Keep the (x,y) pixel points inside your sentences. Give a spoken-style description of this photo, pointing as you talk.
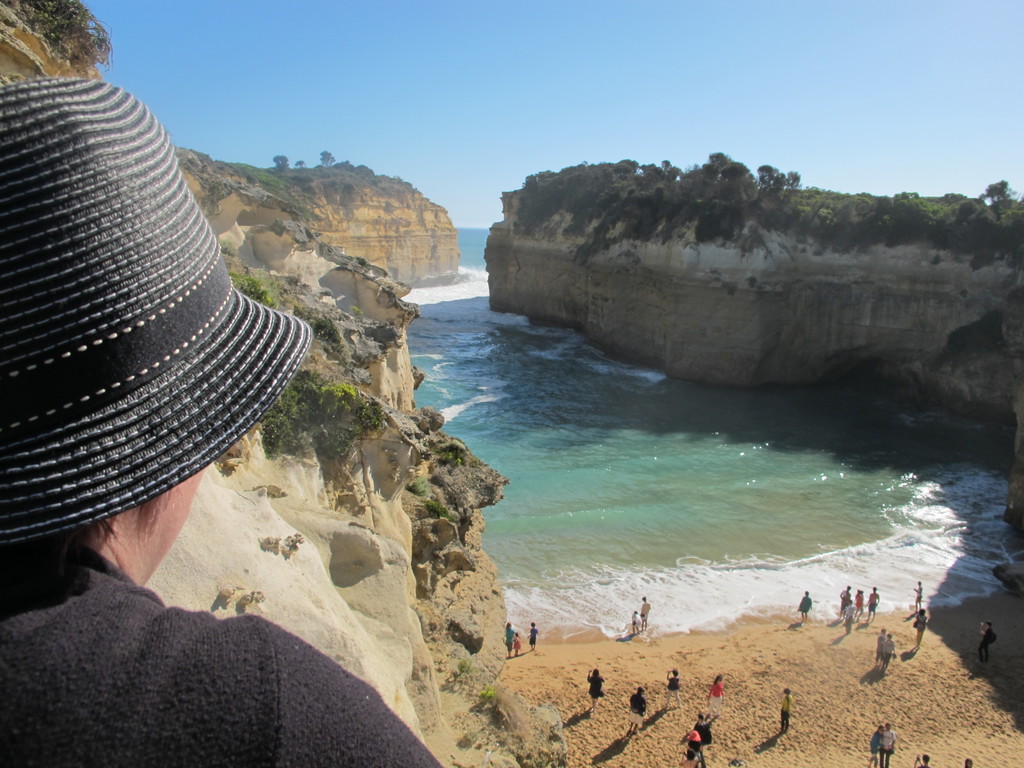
In this image I can see a person (421,766) on the left side (155,123) and on the right side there are many people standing on the beach (916,721) and in the middle (430,329) there is the water (486,328) and in the background (576,97) there is the sky (544,108).
